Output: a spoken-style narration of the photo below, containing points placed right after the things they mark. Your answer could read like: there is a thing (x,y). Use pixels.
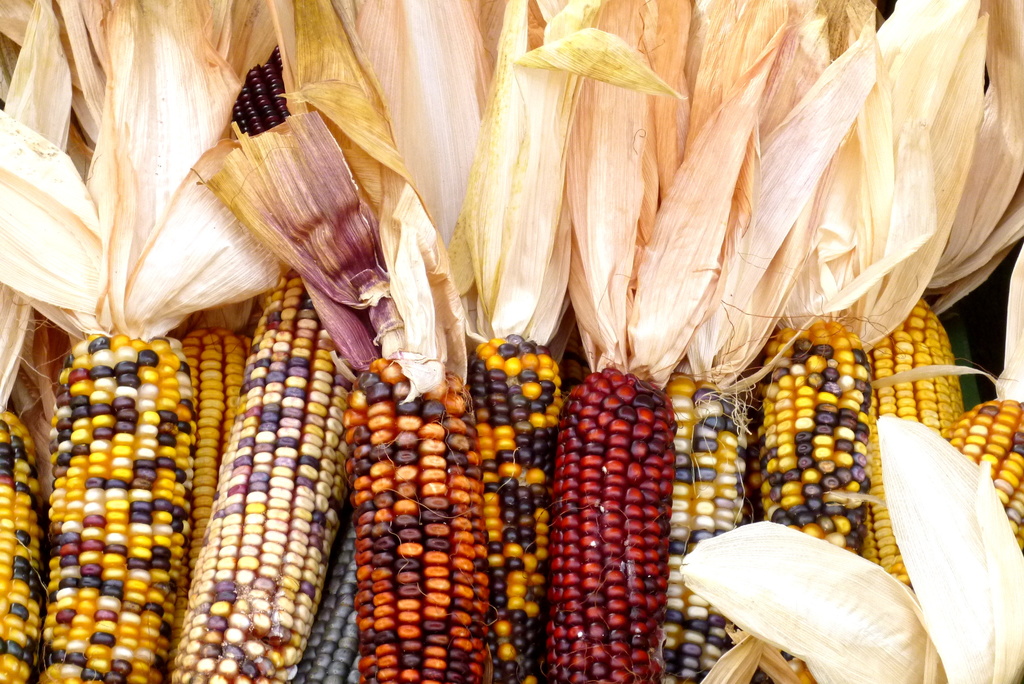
In this picture I can see bunch of maize (587,342).
